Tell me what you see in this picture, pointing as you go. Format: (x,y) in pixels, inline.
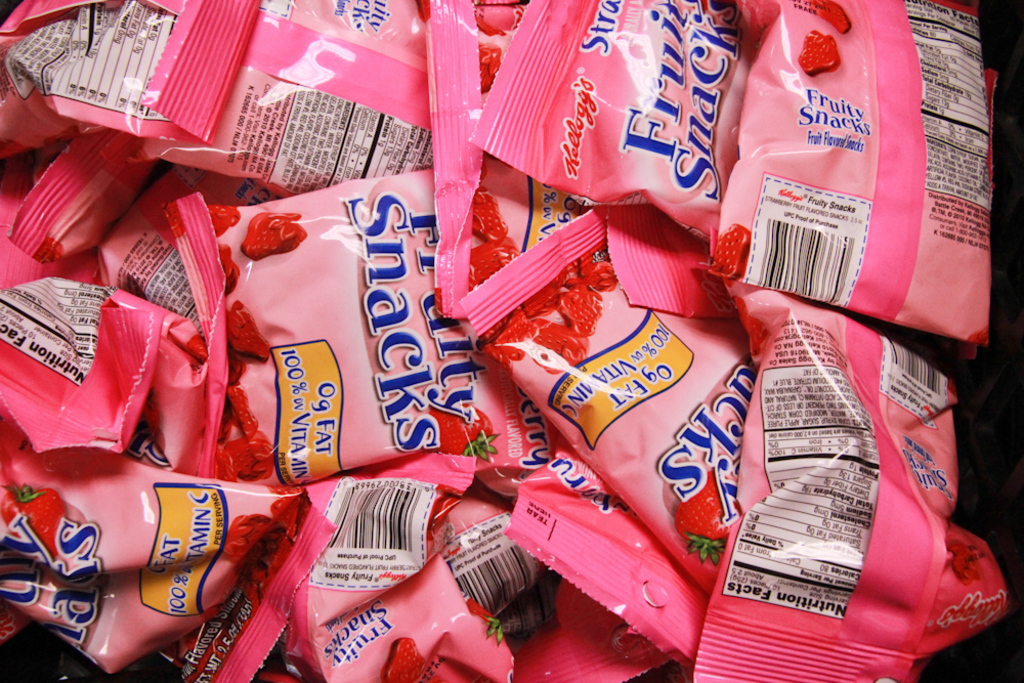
In this image I can see a couple of packets (119,266) with some printed text (698,416).
